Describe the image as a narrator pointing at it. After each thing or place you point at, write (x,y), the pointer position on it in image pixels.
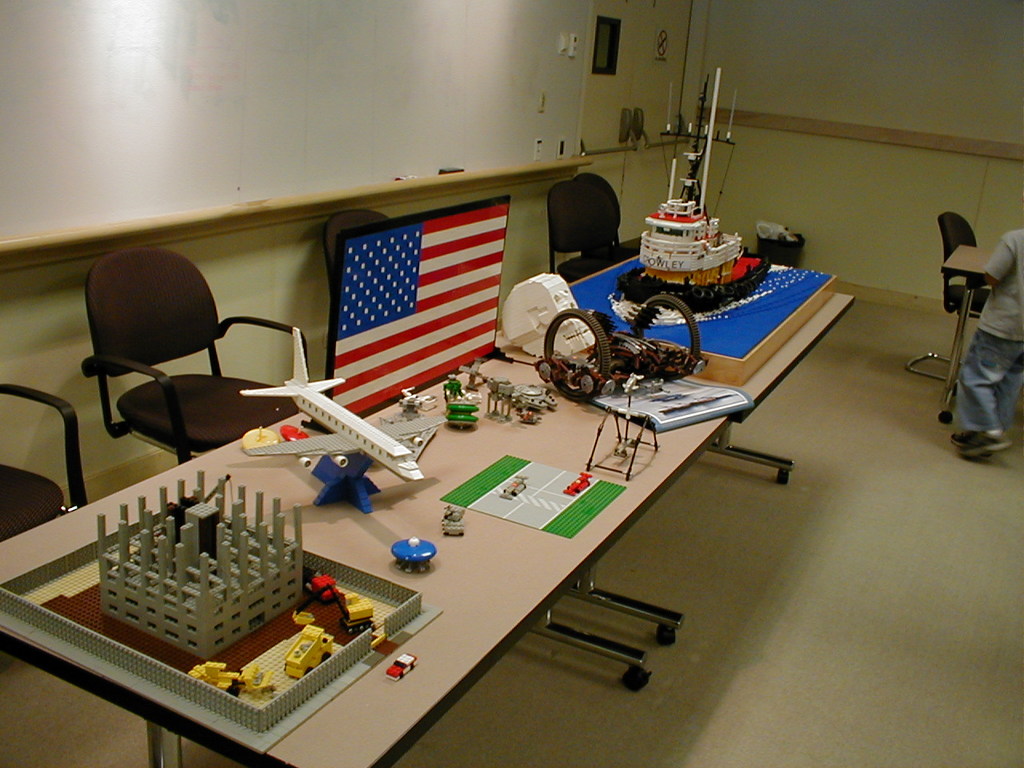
In this picture we can find a toy building (206,576), toy airplane (310,387), toy ship (667,281) and some other toys (463,370) on the table (409,510), and we can find couple of chairs (166,435) besides to the table (235,443), in the top left of the given image we can find a notice board (332,114), and also we can find a child (996,324) in the right side of the given image.
